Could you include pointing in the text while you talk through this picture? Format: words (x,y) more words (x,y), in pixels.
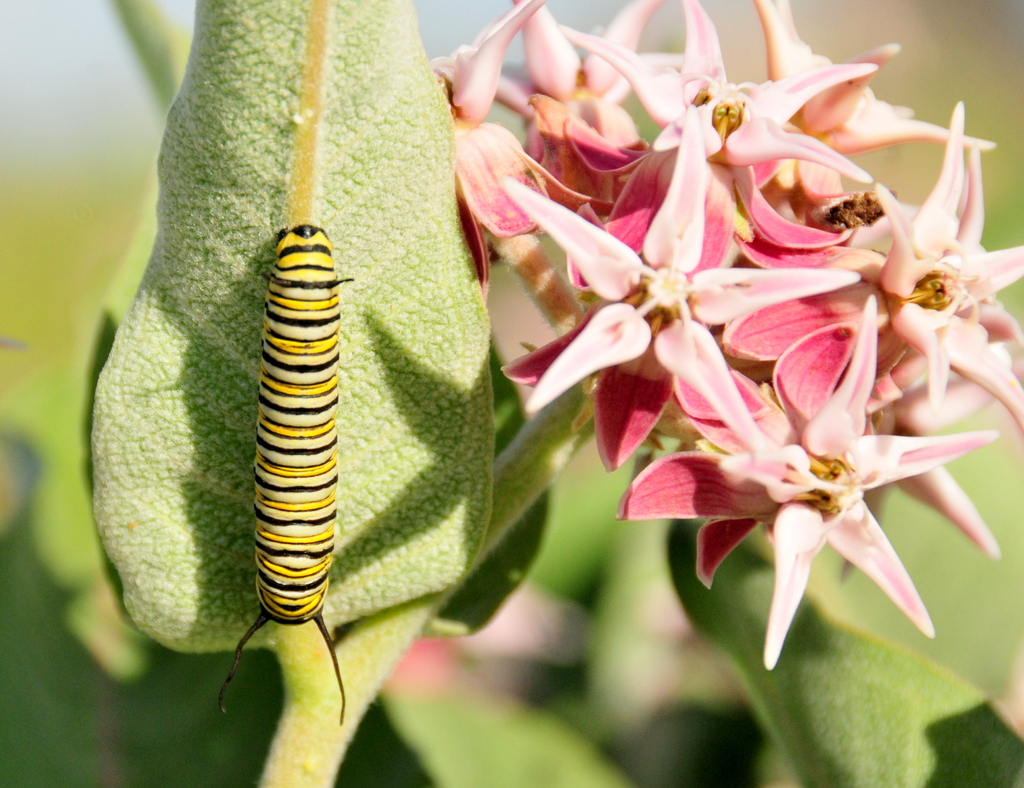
This image is taken outdoors. In this image there is a plant (545,473) with a few flowers (616,277). Those flowers (727,236) are pink in color. In the middle of the image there is a caterpillar (330,439) on the leaf (233,293).
